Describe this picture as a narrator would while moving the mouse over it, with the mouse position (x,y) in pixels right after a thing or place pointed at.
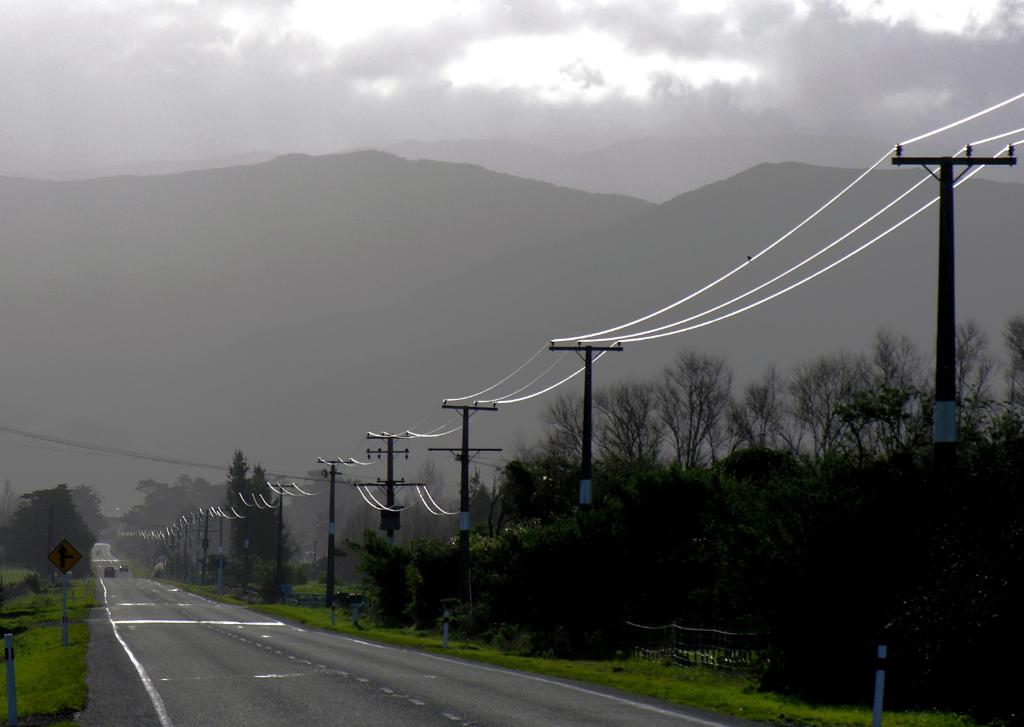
In the image in the center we can see few vehicles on the road (121,593). And we can see fence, sign board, poles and wires (469,398). In the background (636,282) we can see sky (29,93), clouds (640,68), mountain (687,236), trees (841,566) and grass (50,585).
